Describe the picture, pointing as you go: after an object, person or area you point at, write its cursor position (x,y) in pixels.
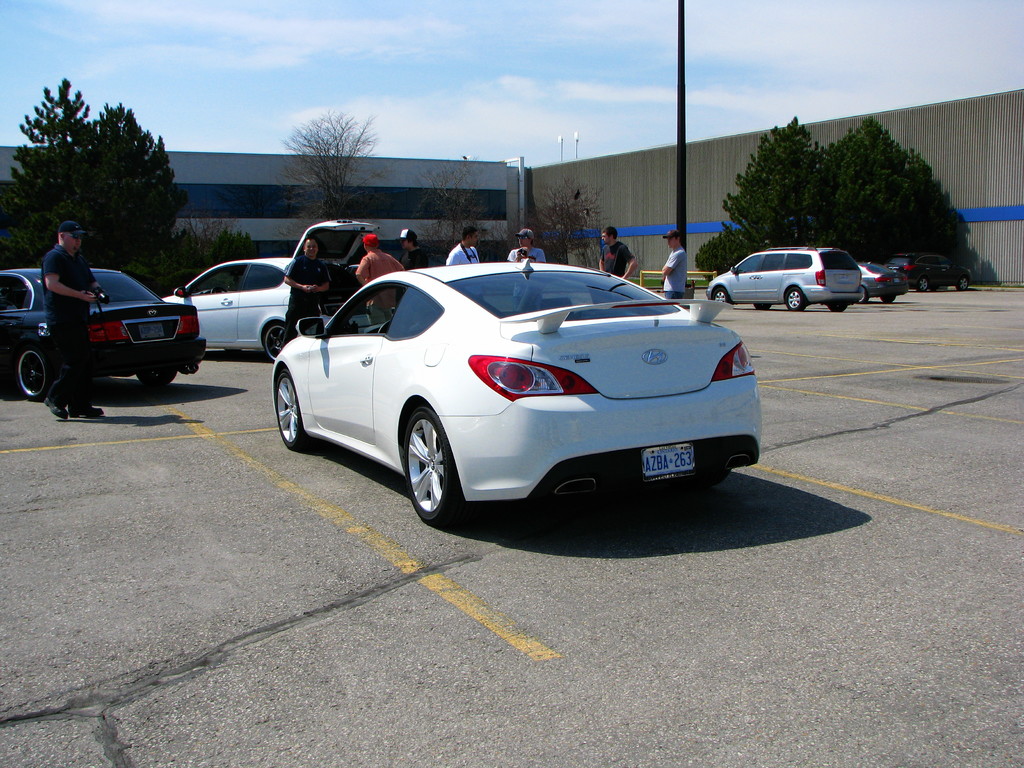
In this image I can see few vehicles (356,428) are on the road (439,601). And I can see the group of people (55,317) standing and wearing the different color dresses (310,303). In the background (197,245) there are many trees (166,216) and also the wall (419,205). I can also see the clouds (299,116) and also the blue sky (316,99).
